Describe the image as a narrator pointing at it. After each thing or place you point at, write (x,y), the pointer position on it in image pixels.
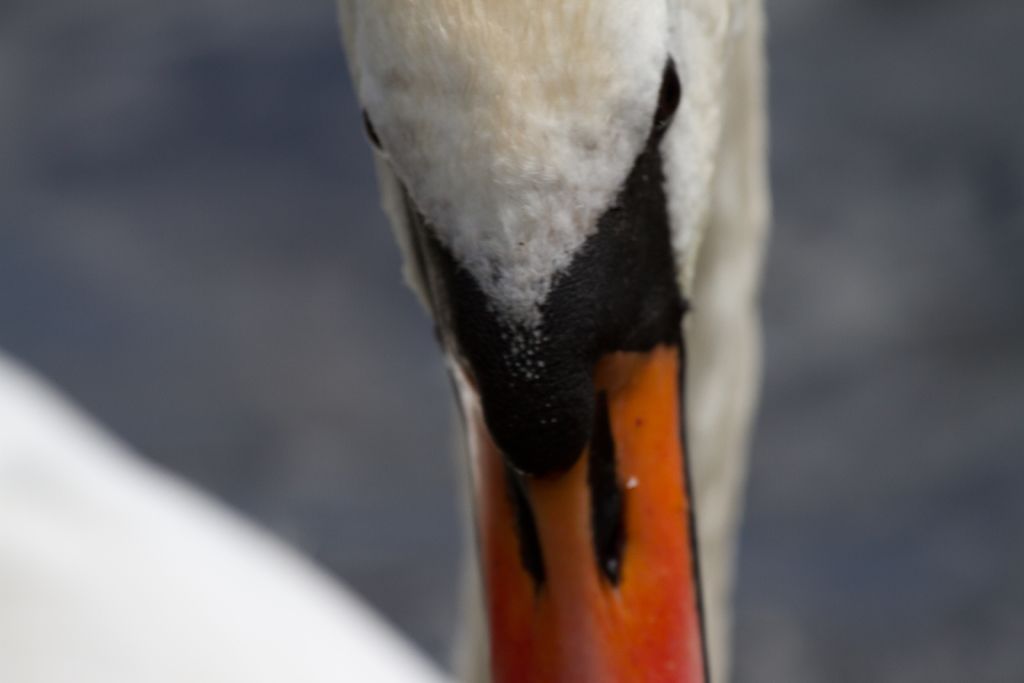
In this image we can see a bird (482,155) truncated and the background (211,352) is blurred.
